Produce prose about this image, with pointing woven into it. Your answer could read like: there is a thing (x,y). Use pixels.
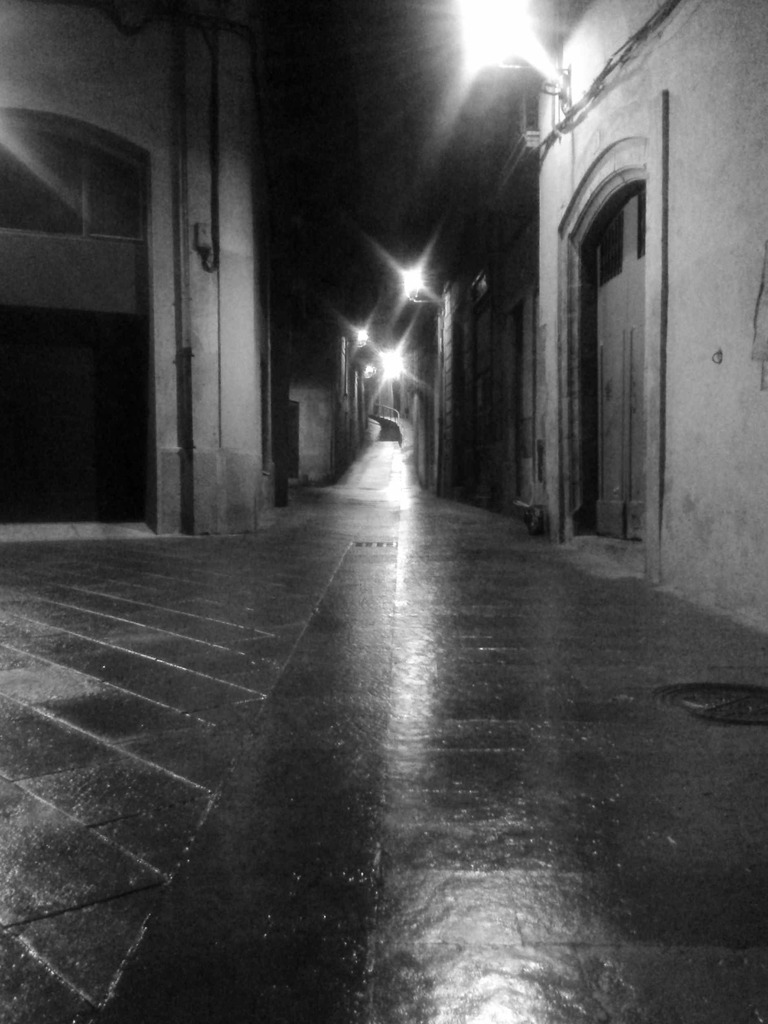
In this picture we can see many buildings (234,235). On the right (627,372) and left side (19,288) there is a door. On the wall (749,56) we can see many lights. At the top (415,219) we can see the darkness (357,160).
